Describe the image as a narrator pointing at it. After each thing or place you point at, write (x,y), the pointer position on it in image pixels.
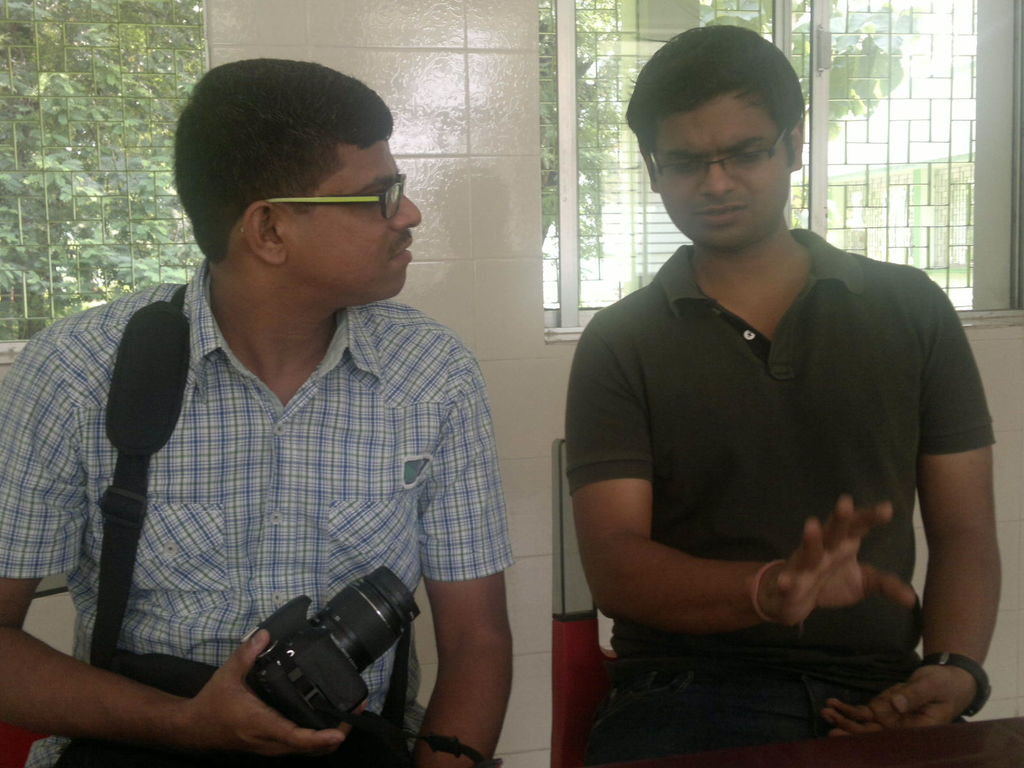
In this picture there are two people (476,558) sitting on a chair (579,651). The man (502,633) in checks (301,481) holding a camera (295,638). Background of this people (477,409) is a wall (451,176) and a windows (149,115).
